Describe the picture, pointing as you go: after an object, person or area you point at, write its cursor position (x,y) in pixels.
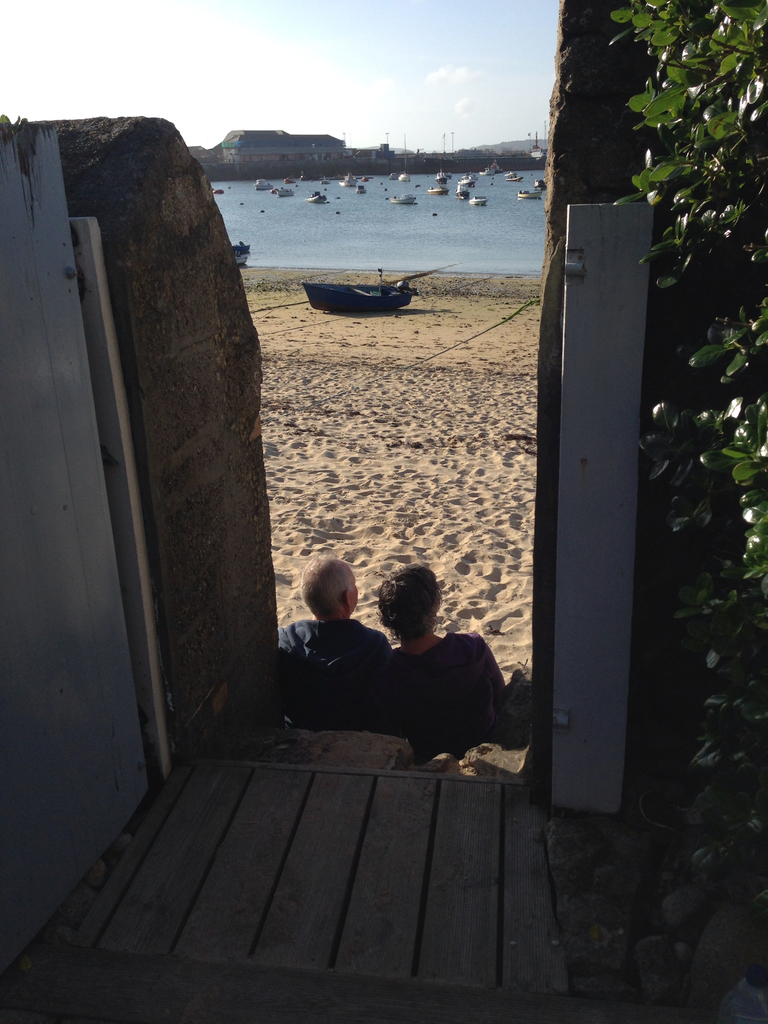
In this image at the bottom (352,711), there are two people (318,685) sitting. In the middle (481,545) there are plants (687,204), sand (370,428), boat (366,306). At the top (464,239) there are many boats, water (413,249), hills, sky (401,145) and clouds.
